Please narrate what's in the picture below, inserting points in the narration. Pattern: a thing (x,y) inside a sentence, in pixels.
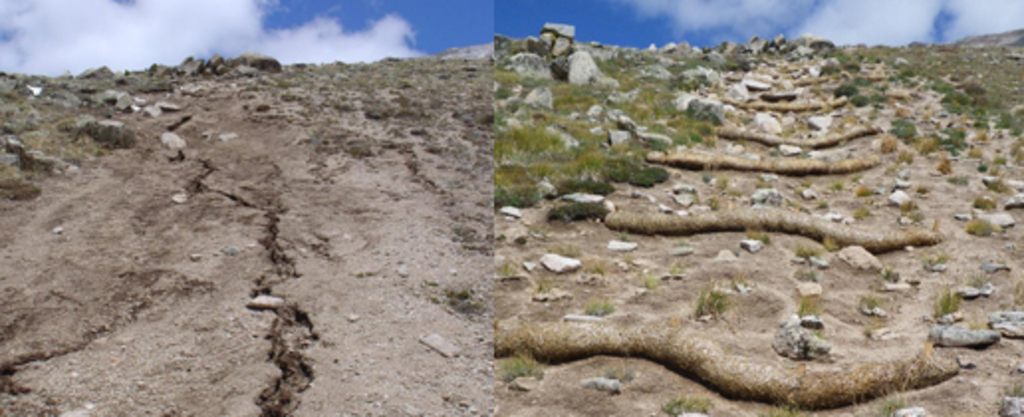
This is an edited picture. This picture has two parts. On the left part of the picture (239,176), we see sand stones (168,207) and dried grass (351,121). We even see the sky (326,22) and clouds (265,41). On the right part of the picture (858,200), we see grass (597,170), stones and sand (722,177). We even see the sky (622,32) and clouds (808,34).
